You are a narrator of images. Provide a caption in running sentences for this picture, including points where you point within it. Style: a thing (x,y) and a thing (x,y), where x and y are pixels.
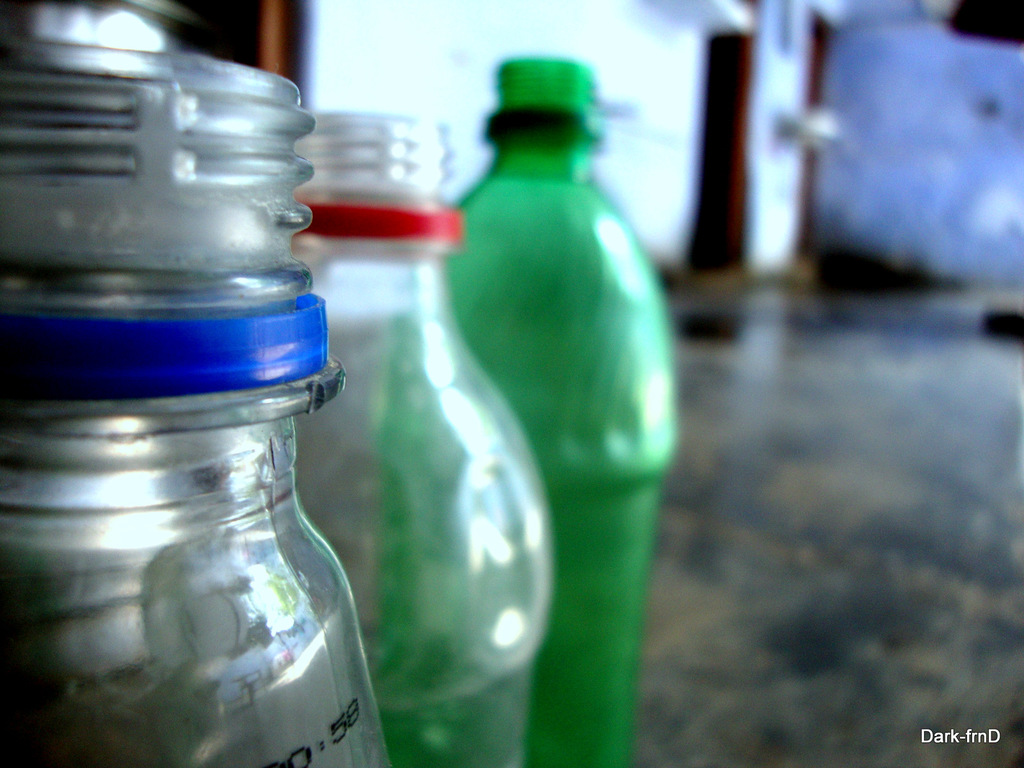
In the image we can see they were three bottles (353,199). And coming to background (796,62) there is a wall (646,75).
